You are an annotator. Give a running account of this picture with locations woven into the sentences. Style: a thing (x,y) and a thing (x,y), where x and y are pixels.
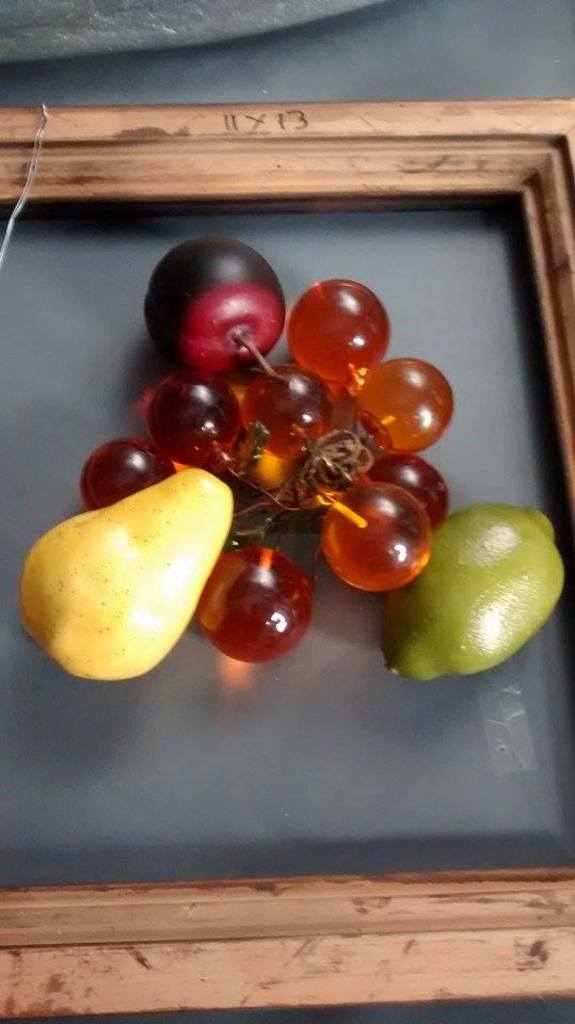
In this image we can see a tray (277,895). In the tray (361,597) there are fruits (363,496).
